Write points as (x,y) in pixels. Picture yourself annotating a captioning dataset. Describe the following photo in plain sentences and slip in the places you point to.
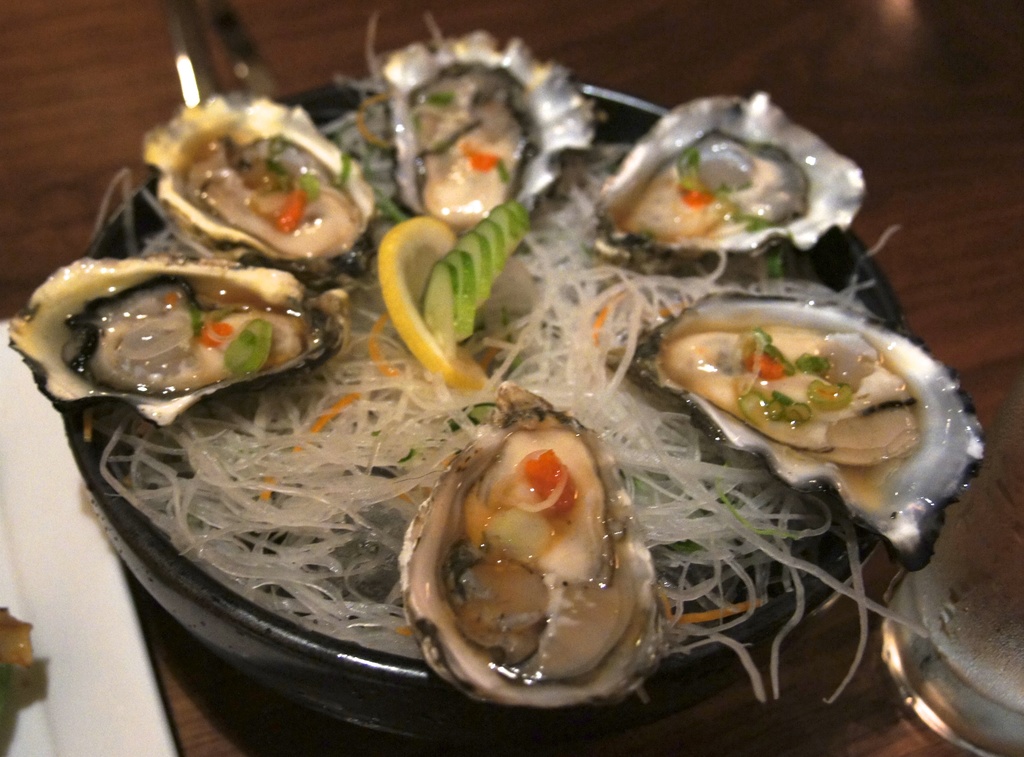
In this picture we can see food (654,408) in the plate (861,284).
